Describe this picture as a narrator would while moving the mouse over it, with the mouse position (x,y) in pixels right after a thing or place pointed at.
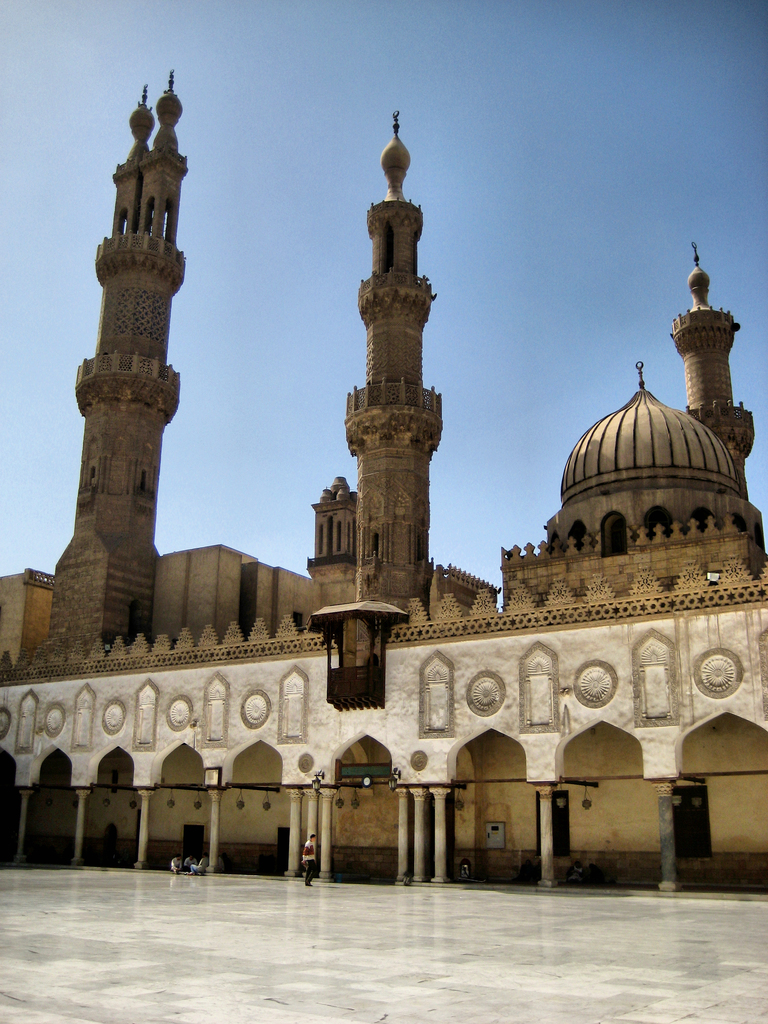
In this image I can see the building (402,576). The building (432,575) is in brown and cream color. In-front of the building (390,722) I can see few people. In the background (331,211) there is a blue sky (333,173).
